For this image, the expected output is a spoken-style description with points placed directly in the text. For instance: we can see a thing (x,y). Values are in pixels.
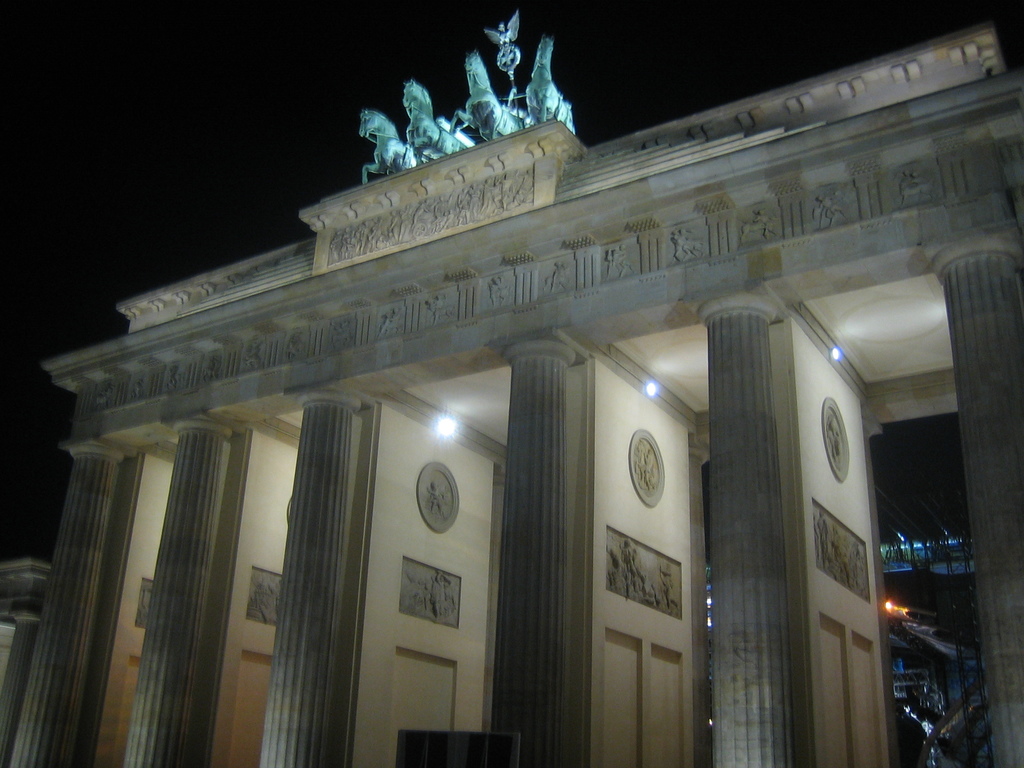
In the picture we can see a gateway (801,712) of the palace (856,320), which is white in color with architecture (40,645) to it and on the top of it, we can see some horse sculptures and behind it we can see the sky (206,78) which is dark.
